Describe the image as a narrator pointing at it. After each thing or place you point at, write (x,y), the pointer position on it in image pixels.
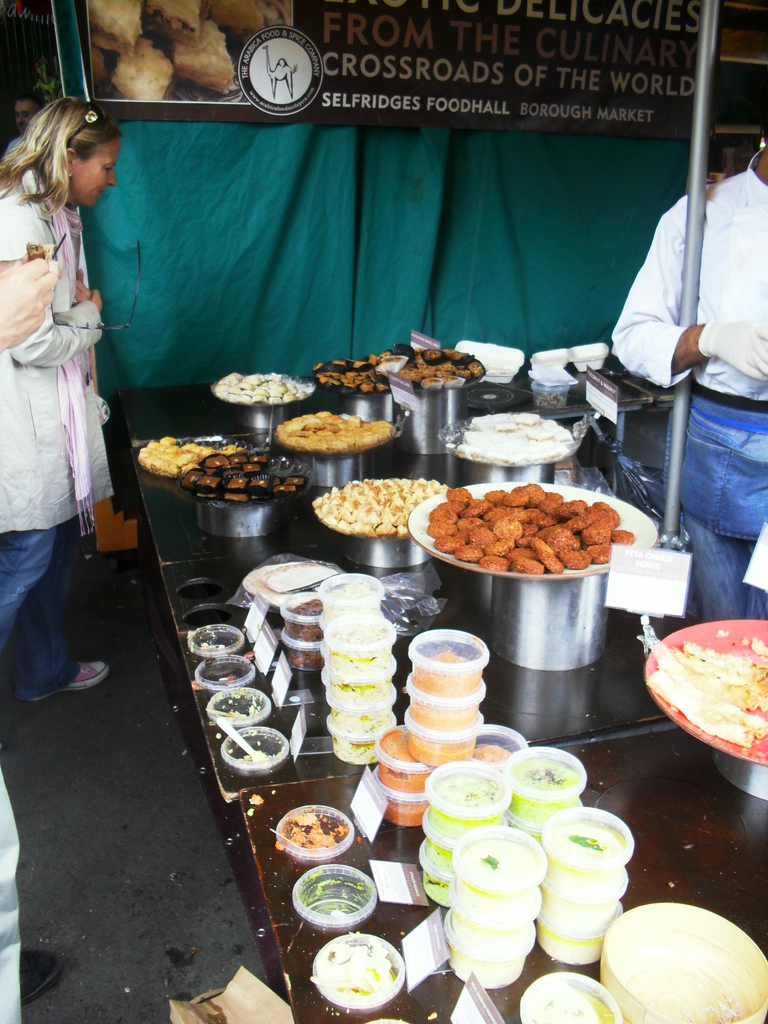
In this image we can see some people (15,156) standing. And we can see food items (312,446) in the containers (423,647) on the table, on the right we can see a metal pole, in the background (524,242) we can see curtains (527,152), beside that we can see some text (361,29) written on the board (517,31).
